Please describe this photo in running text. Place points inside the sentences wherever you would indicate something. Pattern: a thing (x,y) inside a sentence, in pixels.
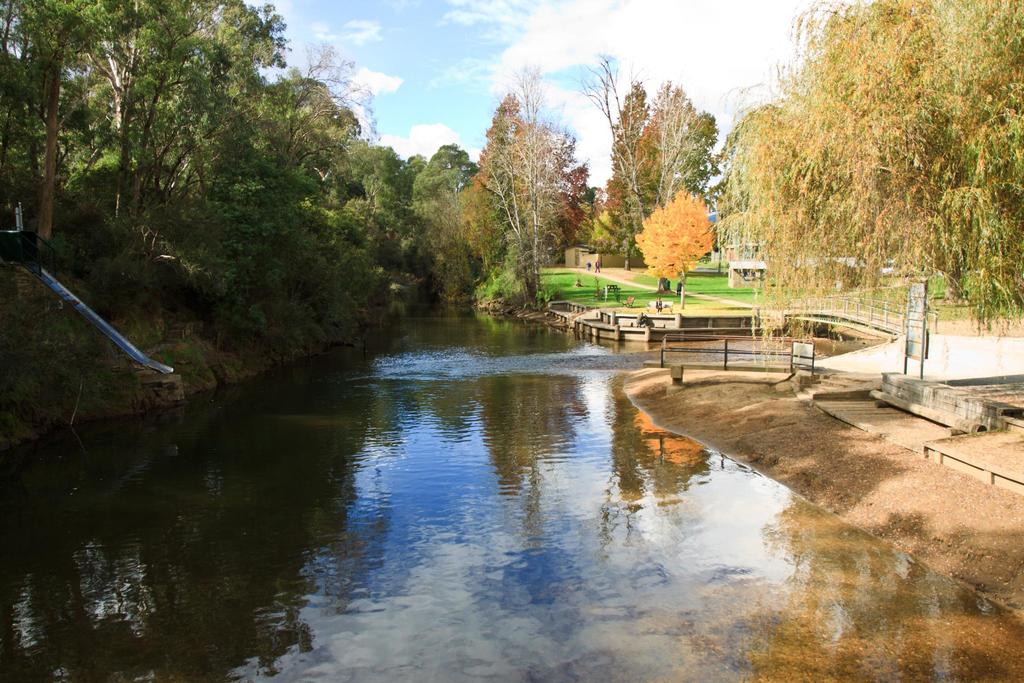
In the center of the image (451,385) there is a canal (564,606). In the background (87,132) there are trees (675,106). On the right (910,332) there are boards (910,332). At the top (504,69) there is sky (504,69).
